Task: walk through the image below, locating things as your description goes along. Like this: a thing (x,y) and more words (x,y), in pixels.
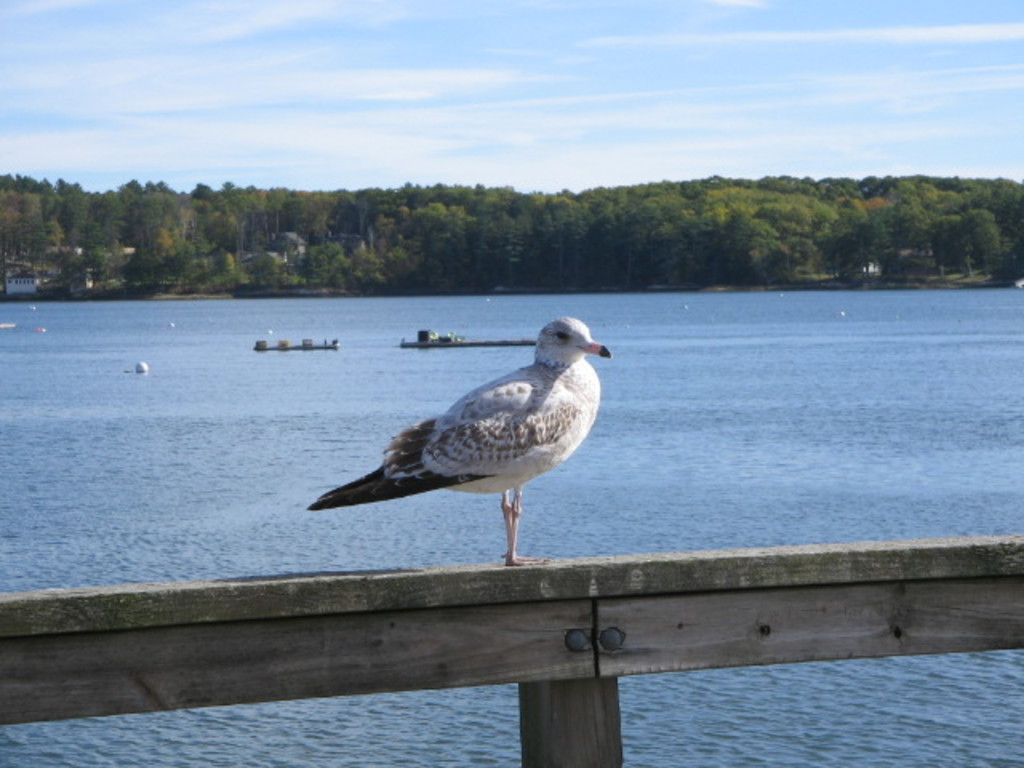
This picture shows trees (339,285) and we see a blue cloudy sky (630,102) and a bird (364,486) on the wood (901,628). The bird (549,450) is white and brown in color.
